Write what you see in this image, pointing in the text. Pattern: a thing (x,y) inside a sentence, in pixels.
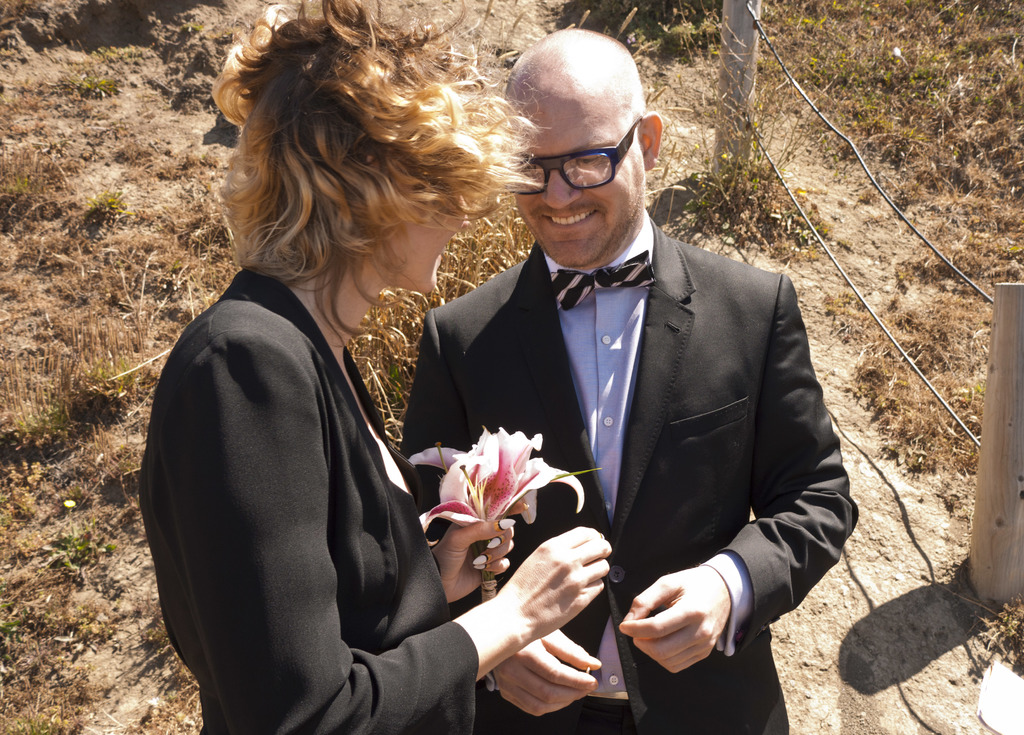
In this image we can see few people (543,586). A person (523,583) is holding a flower (489,505). There is a fence (934,395) in the image. There is a grassy land (943,203) in the image.
